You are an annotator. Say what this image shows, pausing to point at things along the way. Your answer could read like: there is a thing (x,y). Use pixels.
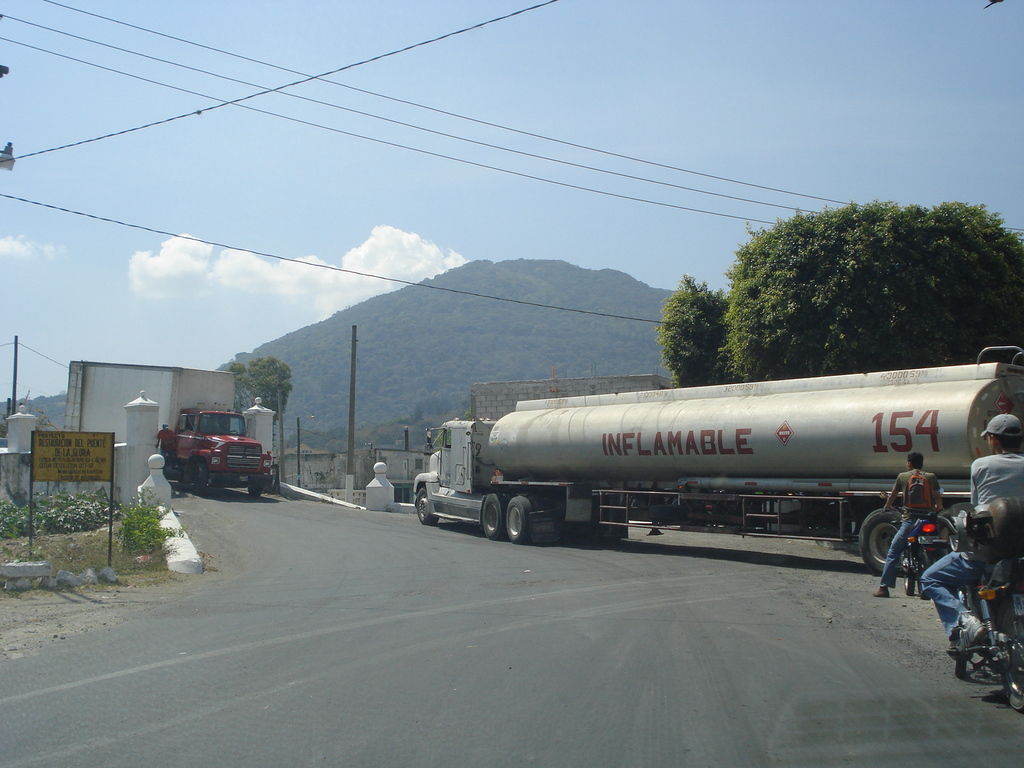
In this image we can see a few vehicles (569,451) on the road (771,549) and also we can see two persons (951,565) sitting on the bikes (952,540), there are some trees (707,334), plants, poles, wires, mountains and a board (65,447) with some text (71,455) on it, in the background (410,138) we can see the sky (557,132) with clouds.
